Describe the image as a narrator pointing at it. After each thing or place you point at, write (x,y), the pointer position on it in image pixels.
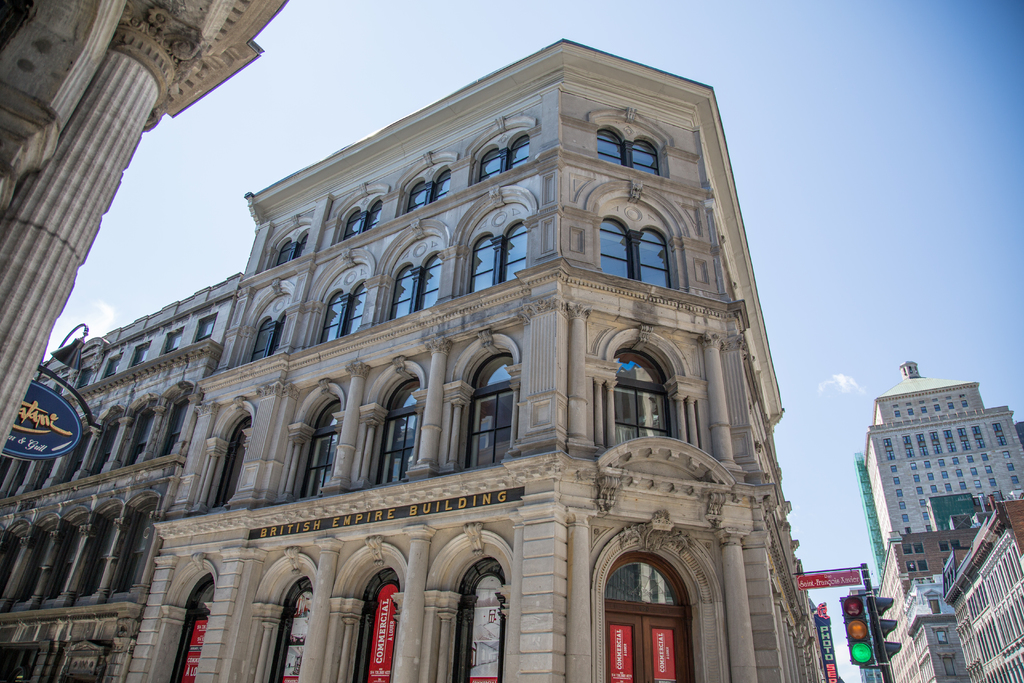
In this picture we can observe buildings (488,463) which were in white color. They are tall. We can observe signals (860,609) fixed to the pole (864,585) on the right side (863,628). In the background (842,320) there is a sky (668,58).
